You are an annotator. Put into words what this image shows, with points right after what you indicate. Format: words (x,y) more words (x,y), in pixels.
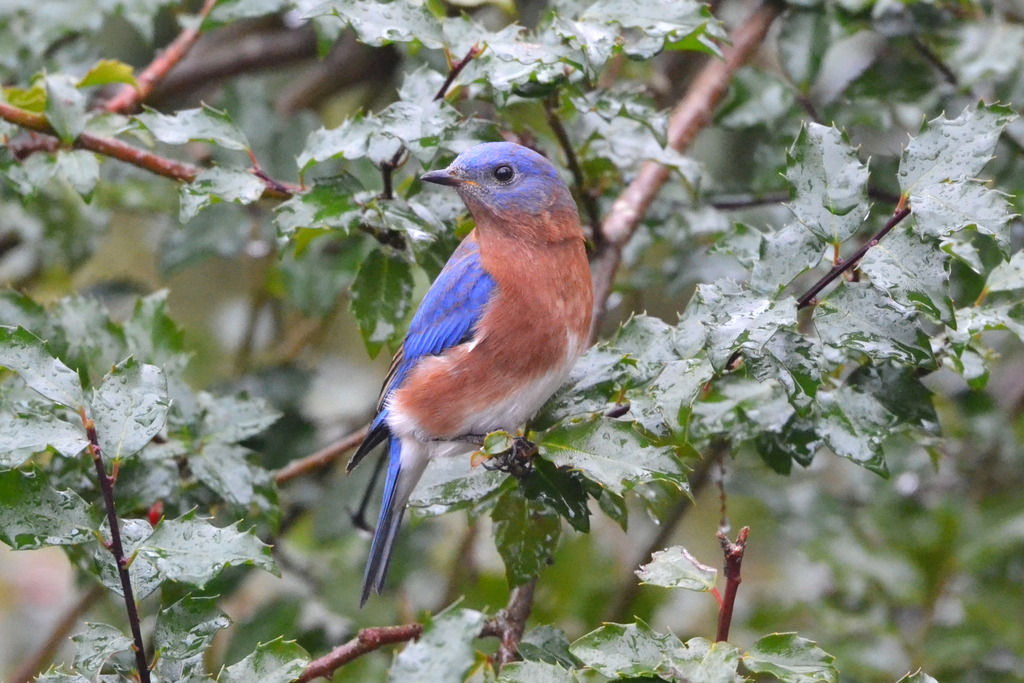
In this picture I can see a bird (518,394) on the tree branch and The bird (545,356) is blue, brown and white in color and I can see few water droplets (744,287) on the Leaves (32,87).
